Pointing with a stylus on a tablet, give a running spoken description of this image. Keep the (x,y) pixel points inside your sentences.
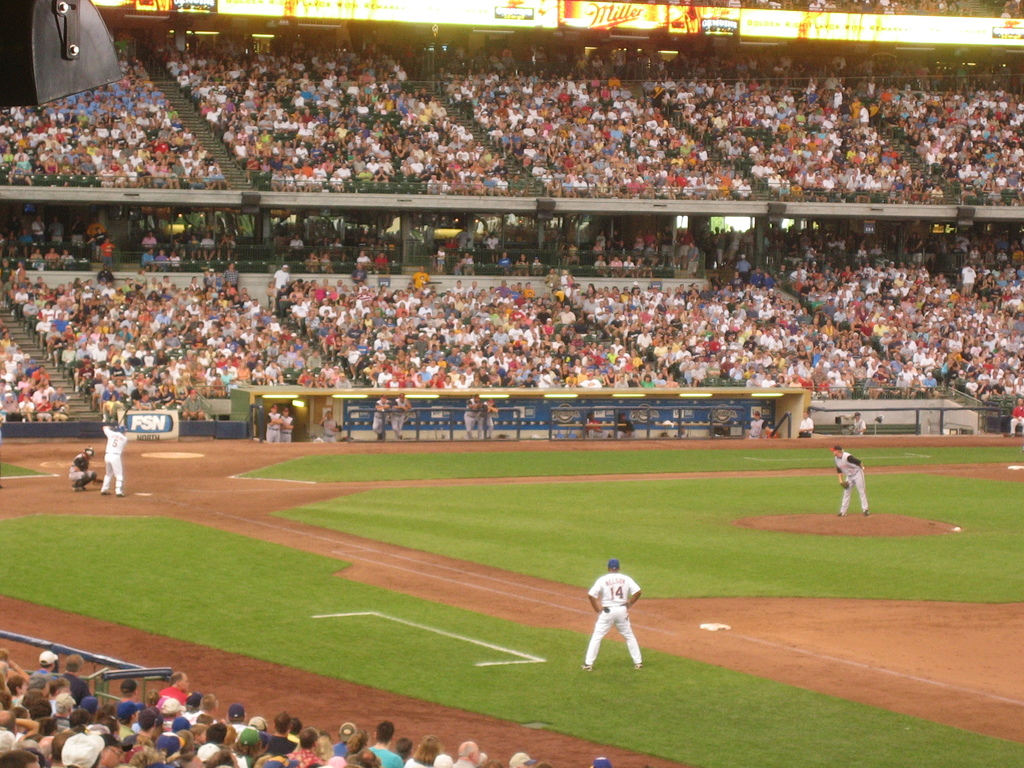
In this image we can see a few people (329,429), some of them are playing baseball, some of them are sitting on the seats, there are boards (525,26) with text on them, there are railings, there is an object (33,65) on the left top corner of the image (50,44).
